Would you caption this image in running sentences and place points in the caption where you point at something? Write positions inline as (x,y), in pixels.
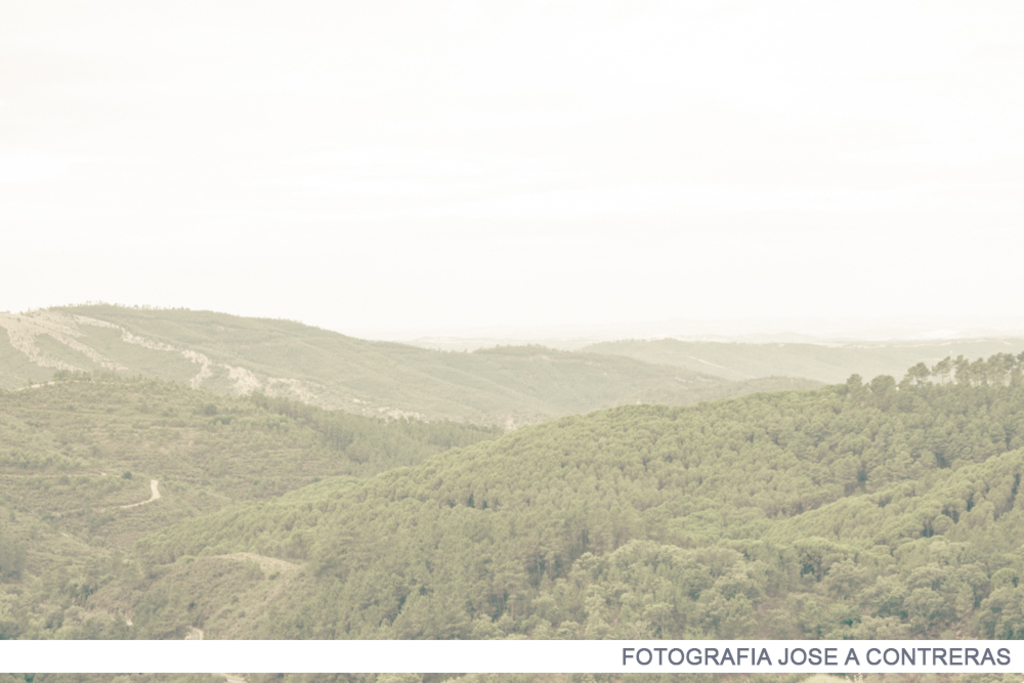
In this image we can see hills (609,489) and sky (396,124).
